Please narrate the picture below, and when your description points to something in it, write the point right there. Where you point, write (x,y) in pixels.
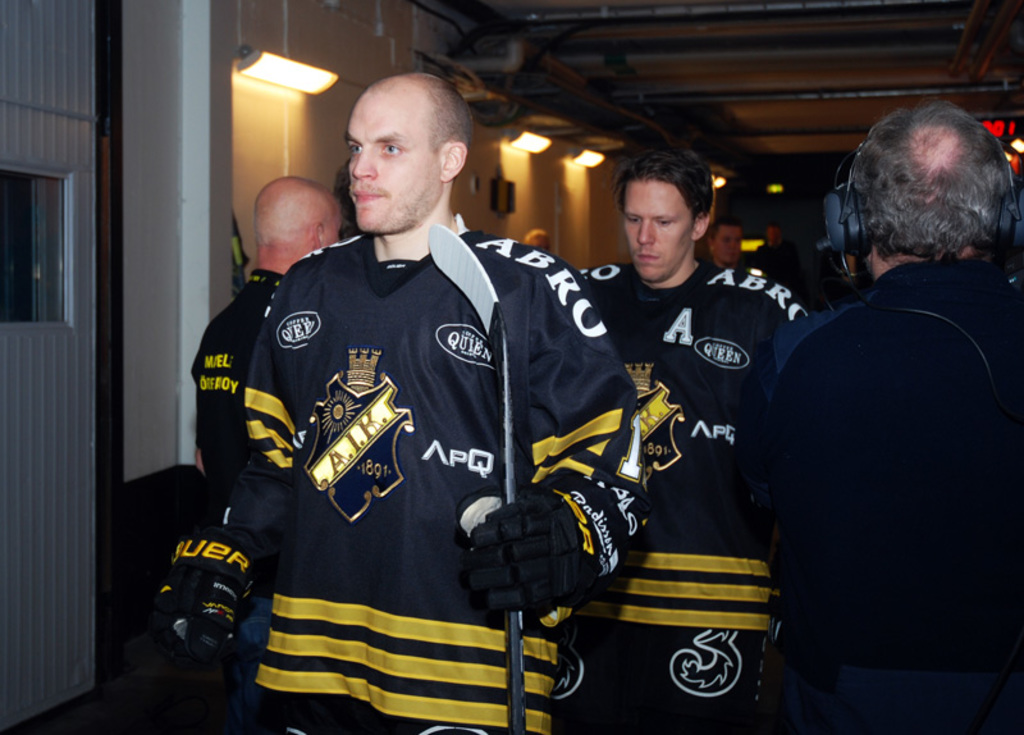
In this image I can see group of people (327,211) standing, the person (572,591) in front (358,534) wearing black and yellow color dress (347,637) and holding a stick (511,653). Background (208,131) I can see few lights (588,154) and the wall (190,246) is in white color.
